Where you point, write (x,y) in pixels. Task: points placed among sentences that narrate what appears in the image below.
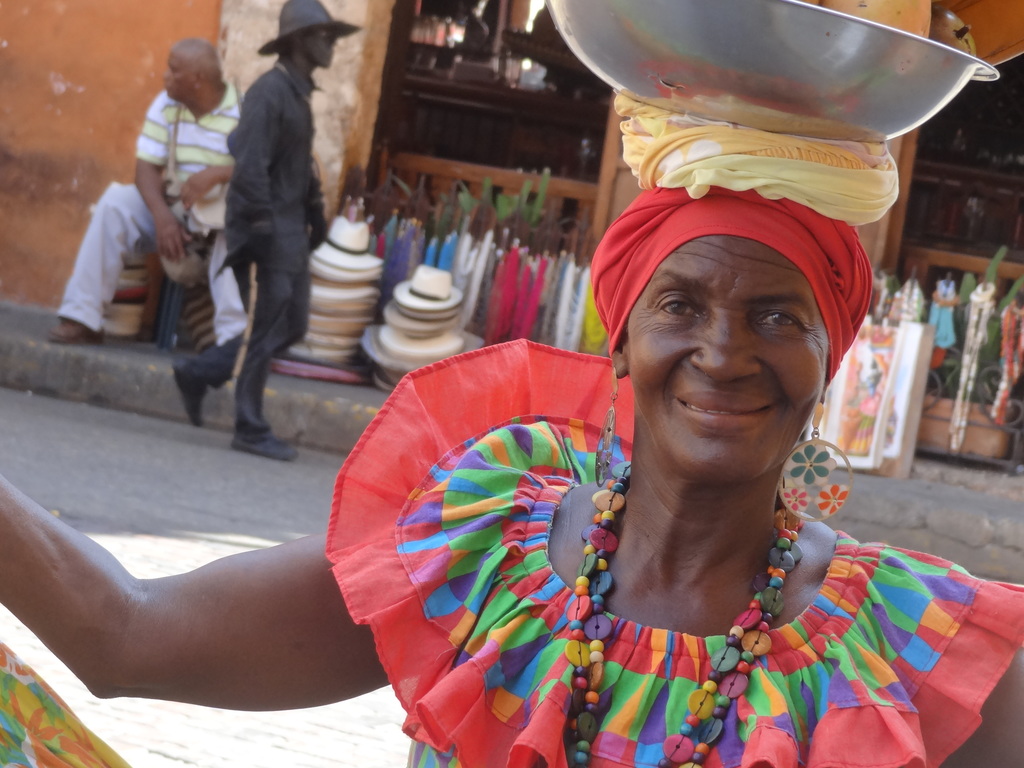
In this picture we can see few people (584,397), in the foreground (686,478) we can see a woman (671,392), she is smiling and she is carrying a steel bowl (853,101), in the background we can see a man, beside him we can find hats (353,269) and few other things (465,249).
